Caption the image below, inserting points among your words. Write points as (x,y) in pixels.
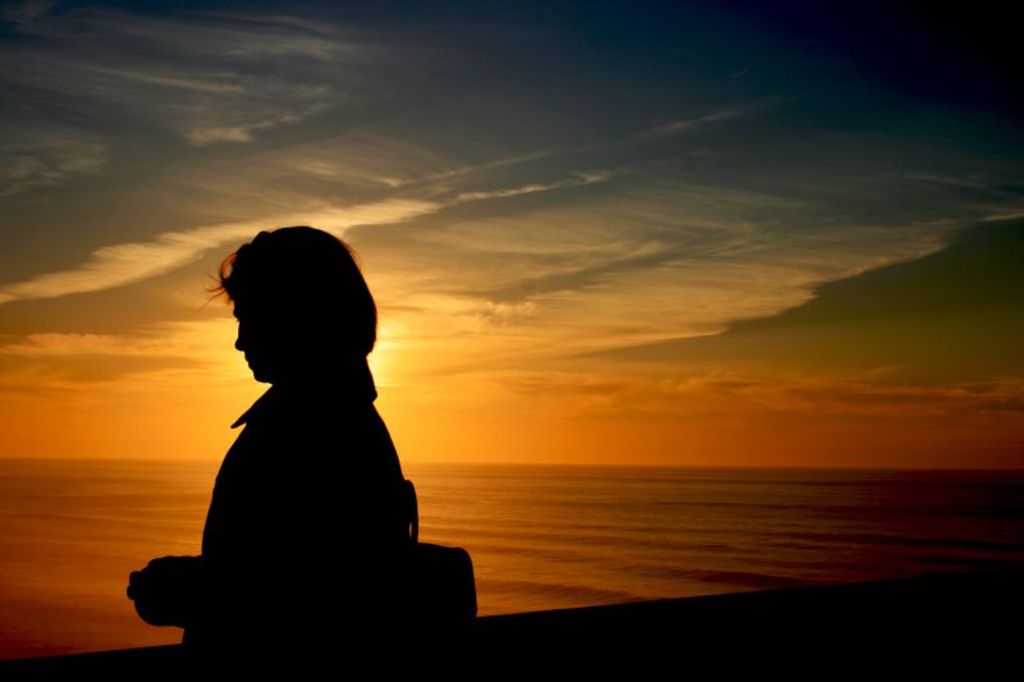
Here we can see a person (298,656) and water (751,522). In the background (532,136) we can see sky (636,269).
